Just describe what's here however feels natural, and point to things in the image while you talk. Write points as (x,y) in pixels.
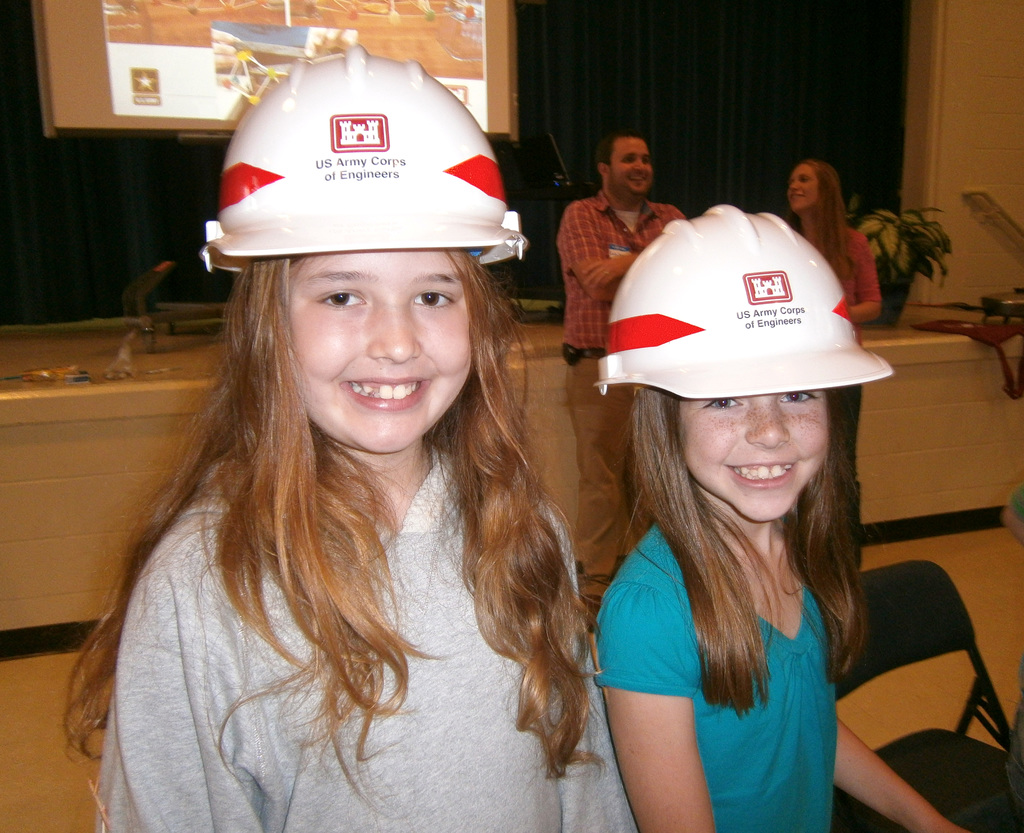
In this image I can see few people (519,470) and two people (441,420) are wearing helmets (797,341). I can see the flowerpot (933,237), projection screen (344,30), chair (974,770) and few objects (15,379) around.
